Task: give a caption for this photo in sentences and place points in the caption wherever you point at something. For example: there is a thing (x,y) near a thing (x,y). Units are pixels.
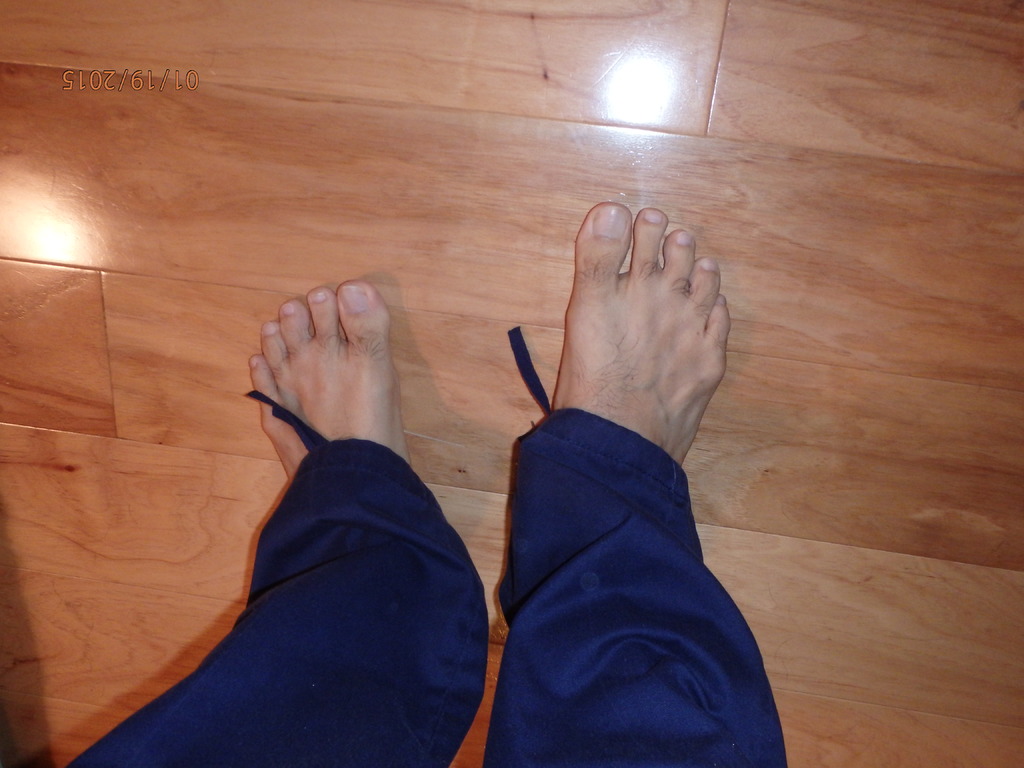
We can see a person legs (570,475) on the floor (292,260). Also there is a watermark (152,83).
